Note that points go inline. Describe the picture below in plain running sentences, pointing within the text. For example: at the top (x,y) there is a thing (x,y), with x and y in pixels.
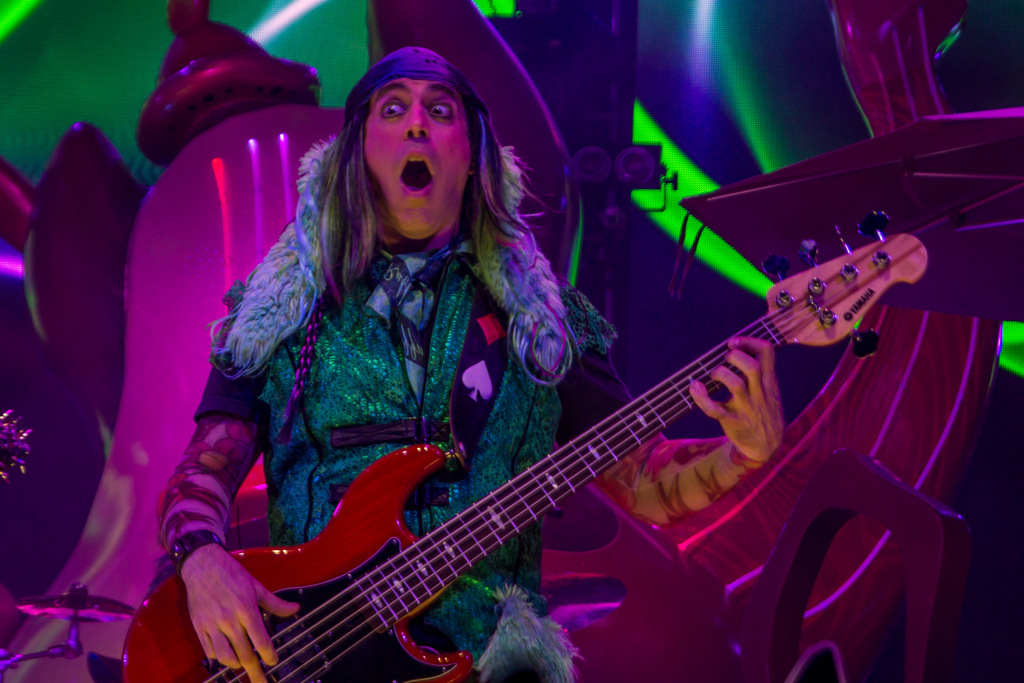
In this image there is a man (408,324) standing and playing a guitar (333,602), and the background there is a cymbal stand (48,655).
